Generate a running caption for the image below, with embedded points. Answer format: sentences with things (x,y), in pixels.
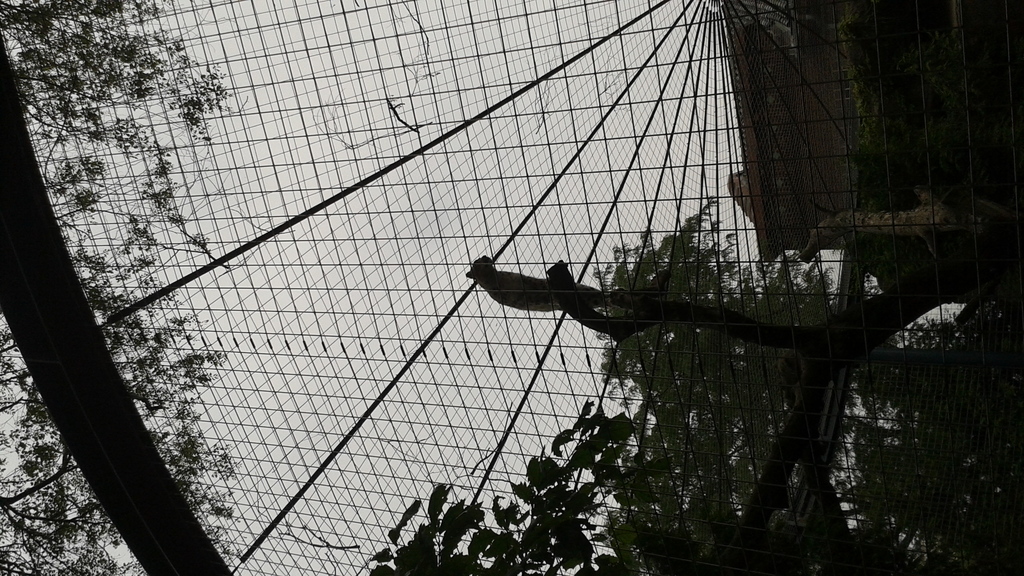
In this image, we can see an animal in the cage (371,252), there are some green color trees (720,462) and there is a sky (455,163).
